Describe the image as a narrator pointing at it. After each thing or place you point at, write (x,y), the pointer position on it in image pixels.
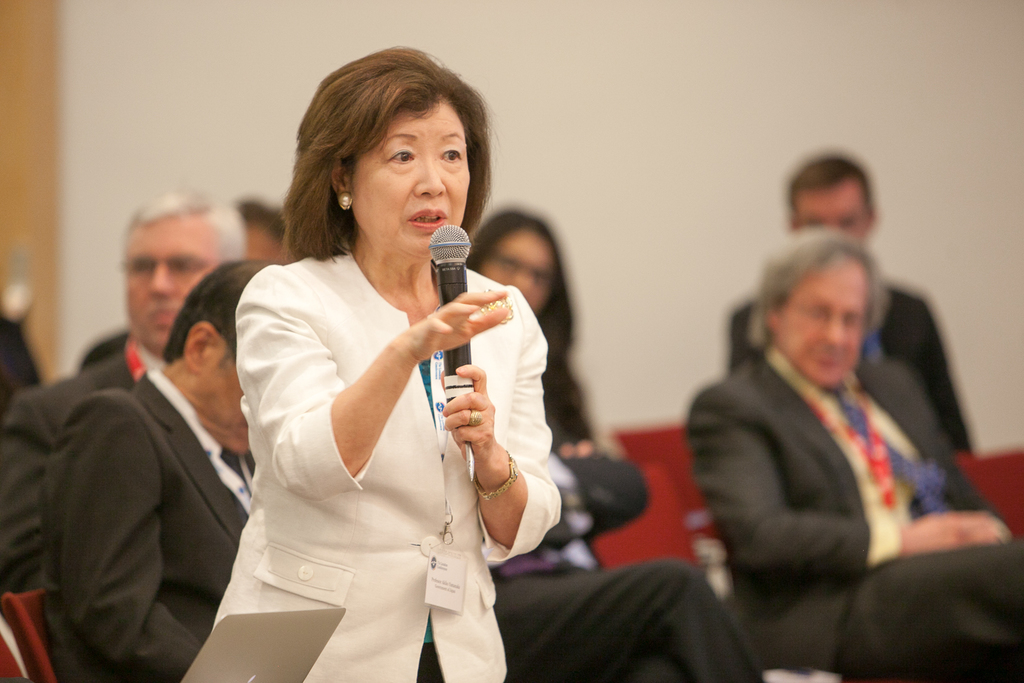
This picture shows a woman (322,178) Standing and speaking with the help of a microphone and we see few people (214,223) seated on the chairs (35,652).
